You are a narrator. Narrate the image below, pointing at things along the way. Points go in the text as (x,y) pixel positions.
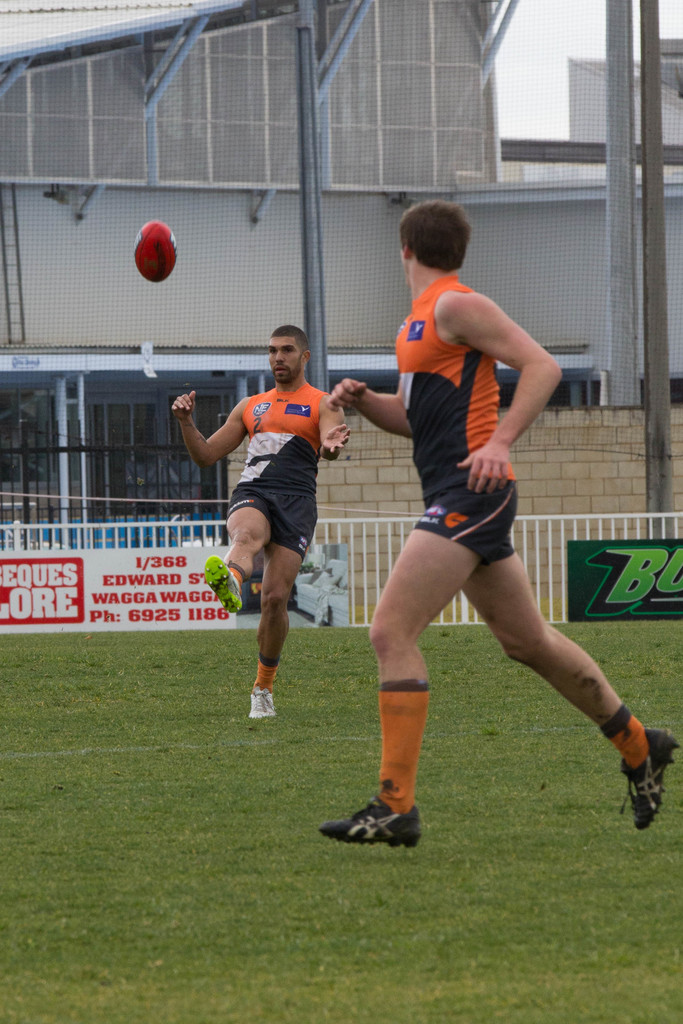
In this image we can see two persons (412,605) on the ground (285,781), there is a ball (152,270), a fence (254,242), boards (171,587) with text (173,576) near the railing (353,534) and there are buildings (301,230), a ladder (22,274) and the sky (534,74) in the background (535,52).
